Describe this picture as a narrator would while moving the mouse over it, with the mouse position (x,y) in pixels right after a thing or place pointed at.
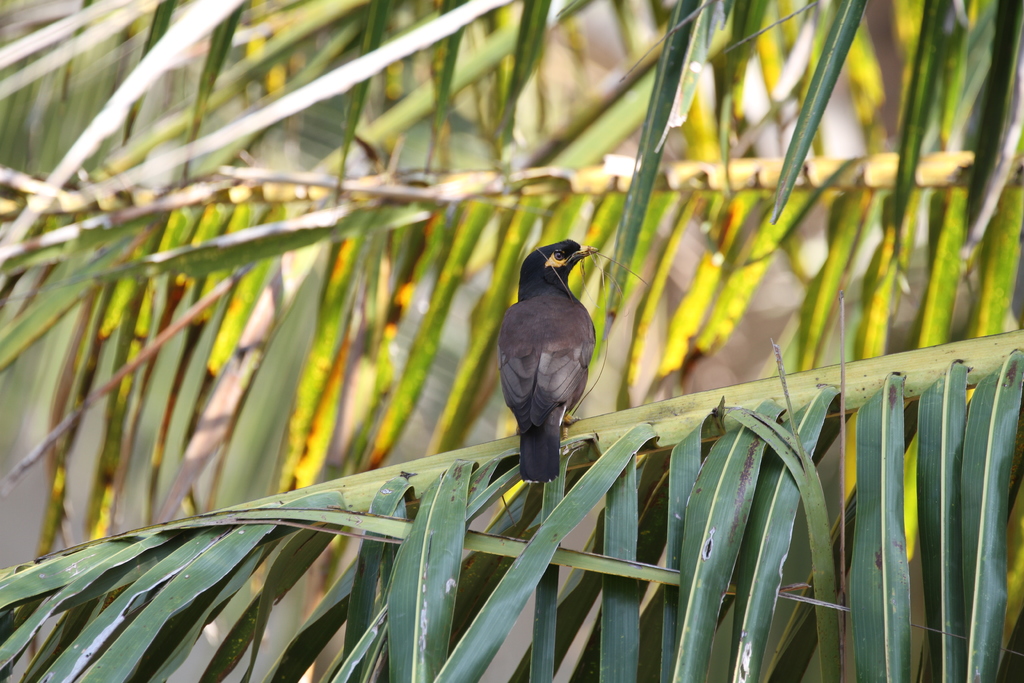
In this image I can see a bird (514,352) which is black, ash and yellow in color is on a tree (633,418) which is green in color and holding some grass (582,266) in its beak (581,250). In the background (804,175) I can see a tree (720,111) which is green and yellow in color.
